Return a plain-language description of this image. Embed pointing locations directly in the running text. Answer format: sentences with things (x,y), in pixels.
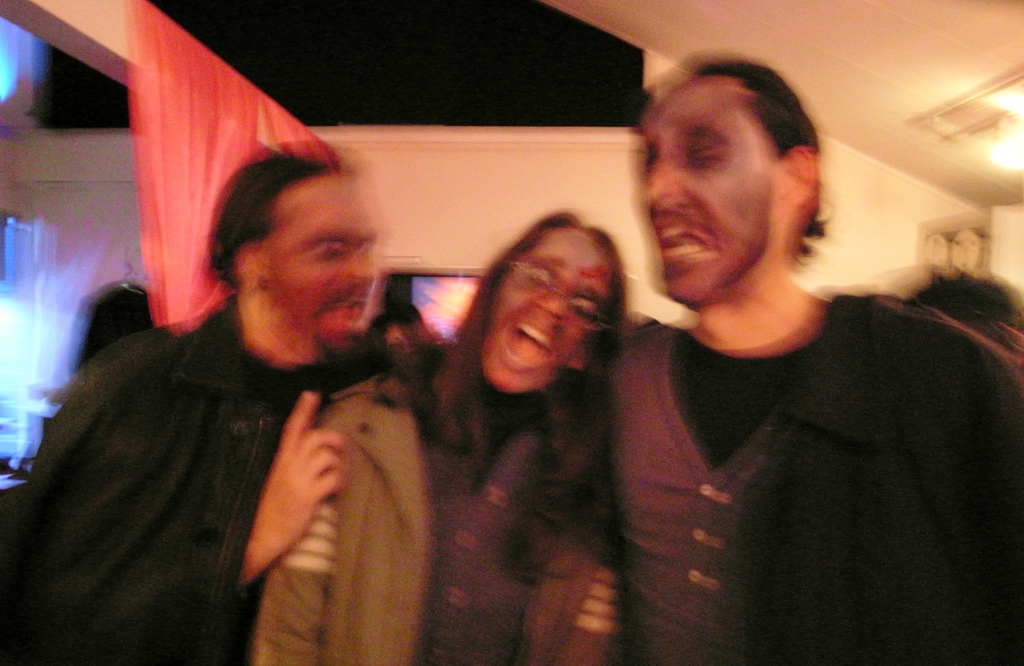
In this image there are few persons (502,516) standing. Left side (224,112) there is a cloth (199,140) on the wooden plank (68,32). Right side (1016,158) there is a light (958,107) attached to the roof (922,106).
